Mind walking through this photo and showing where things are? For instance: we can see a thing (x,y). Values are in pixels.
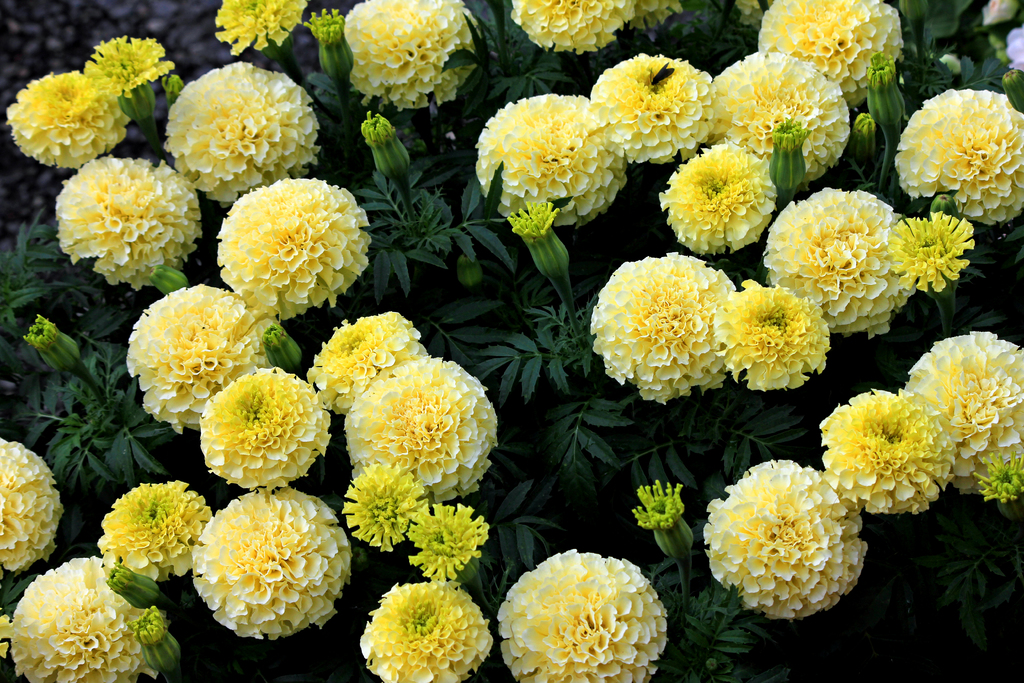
In this image I can see flower plants (387,396). These flowers (379,435) are yellow in color.
